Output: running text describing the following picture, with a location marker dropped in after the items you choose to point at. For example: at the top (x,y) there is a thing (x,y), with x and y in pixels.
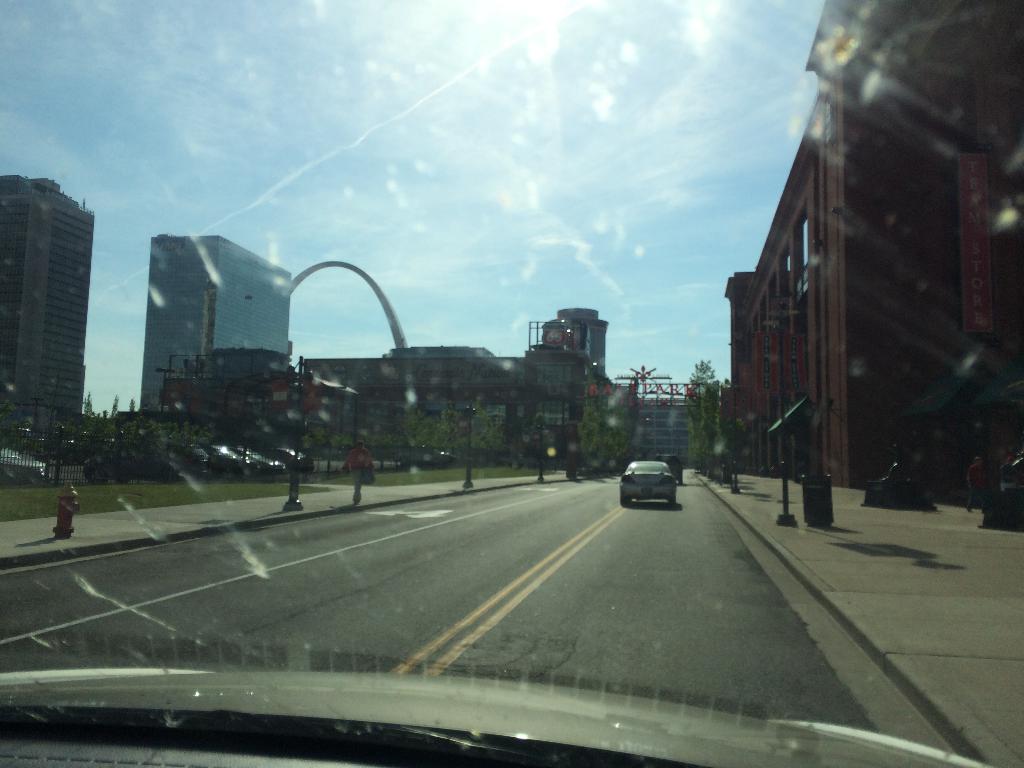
In this image there is a road (532,611) at bottom of this image (504,613) and there are some buildings (534,357) in middle of this image (363,399) and there is one car (641,499) at right side of this image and there are some trees (487,433) at left side of this image (310,445) and middle of this image (446,430), and there is one fire hydrant (67,513) placed at left side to this road (540,487) and there are some buildings (239,306) in the background (45,298).
